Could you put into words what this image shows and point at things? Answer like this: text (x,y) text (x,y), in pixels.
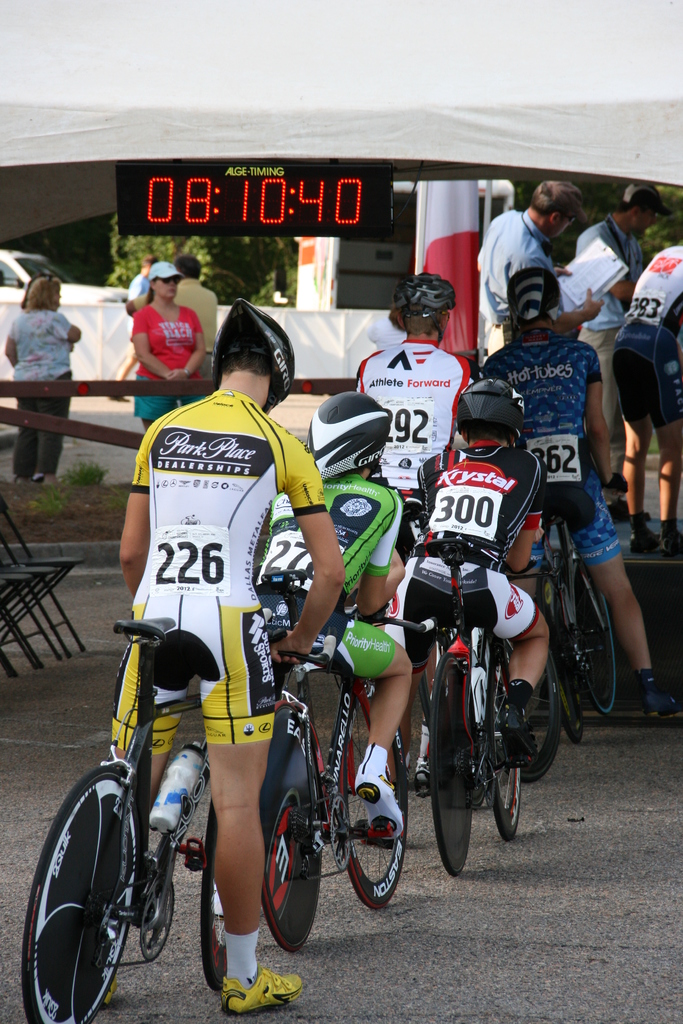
This image is clicked on the roads (60,739). There are many people (188,275) in this image. In the front (191,760), there are five people (308,487) sitting on the bicycles (364,690) and wearing helmets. To the top (318,163), there is a clock (173,183) and a white cloth (292,135).
